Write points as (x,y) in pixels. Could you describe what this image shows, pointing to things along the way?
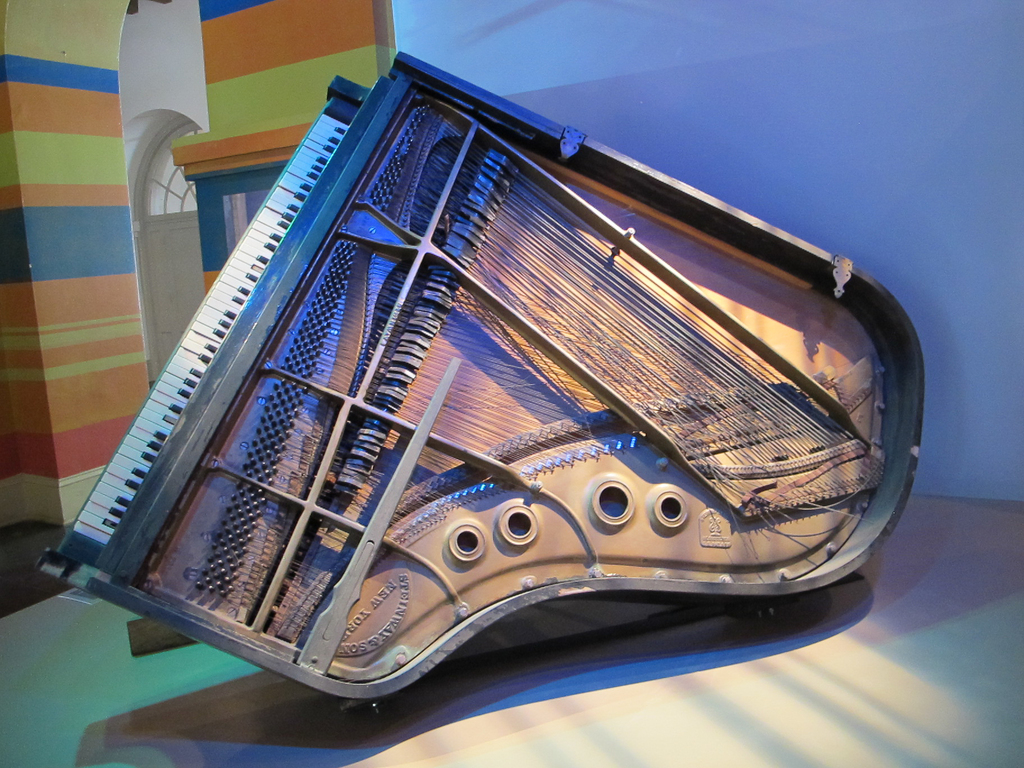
There is a piano (255,259) which has some strings (470,350) on it is placed on a platform (625,689) and the background wall (630,116) is different in color.
